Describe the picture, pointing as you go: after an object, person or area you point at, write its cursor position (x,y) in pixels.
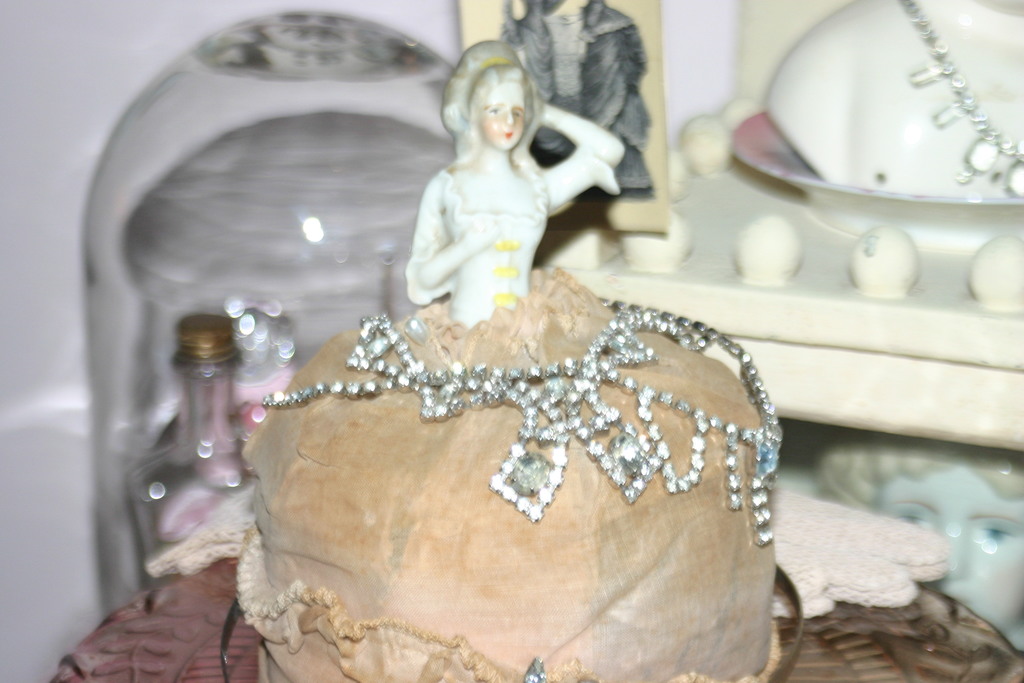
This image consists of a doll (526,526). There are Dolls (963,65) in the backside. There is a bottle (163,515) on the left side (224,409).
